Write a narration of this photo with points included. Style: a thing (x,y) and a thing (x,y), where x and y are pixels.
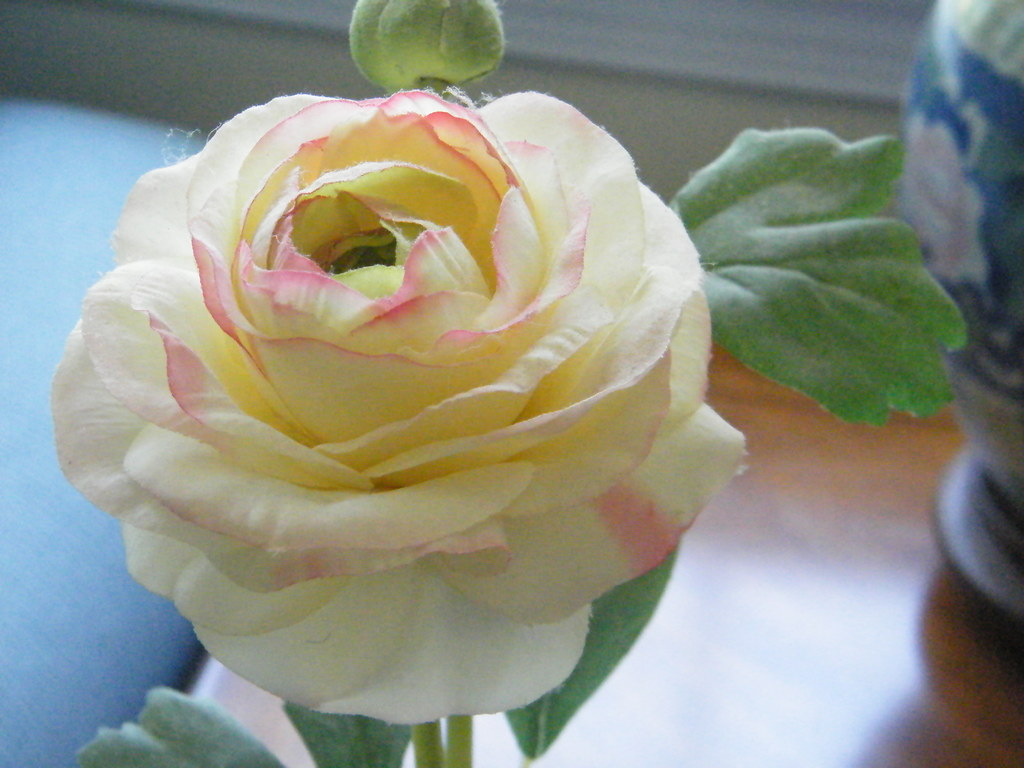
In this image we can see a flower (549,360) and bud (376,71) of the plant (412,564). In the background (879,592), we can see a vase (967,133) placed on the wooden table (838,681).
